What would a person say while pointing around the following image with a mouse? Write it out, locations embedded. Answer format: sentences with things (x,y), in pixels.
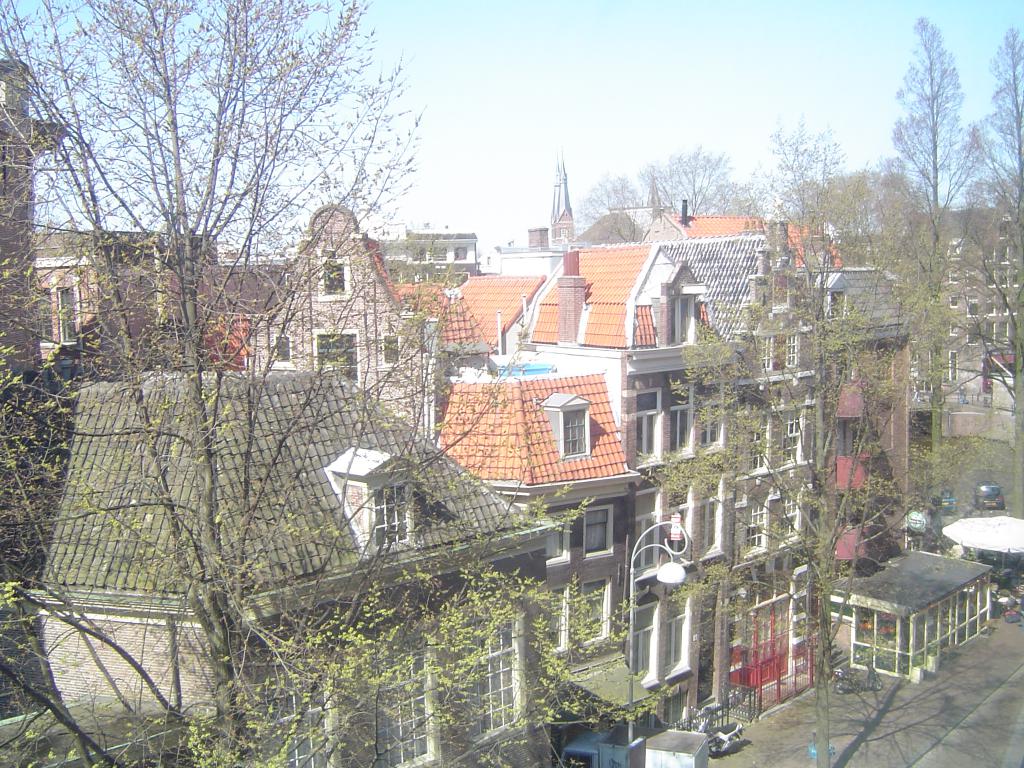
There are buildings (105,377) which are having roofs (108,557) and windows (596,590), there are trees (727,573), a road (847,765) and a pole (681,576) on the ground (1009,651). In the background (723,112), there is the blue sky (530,45).
